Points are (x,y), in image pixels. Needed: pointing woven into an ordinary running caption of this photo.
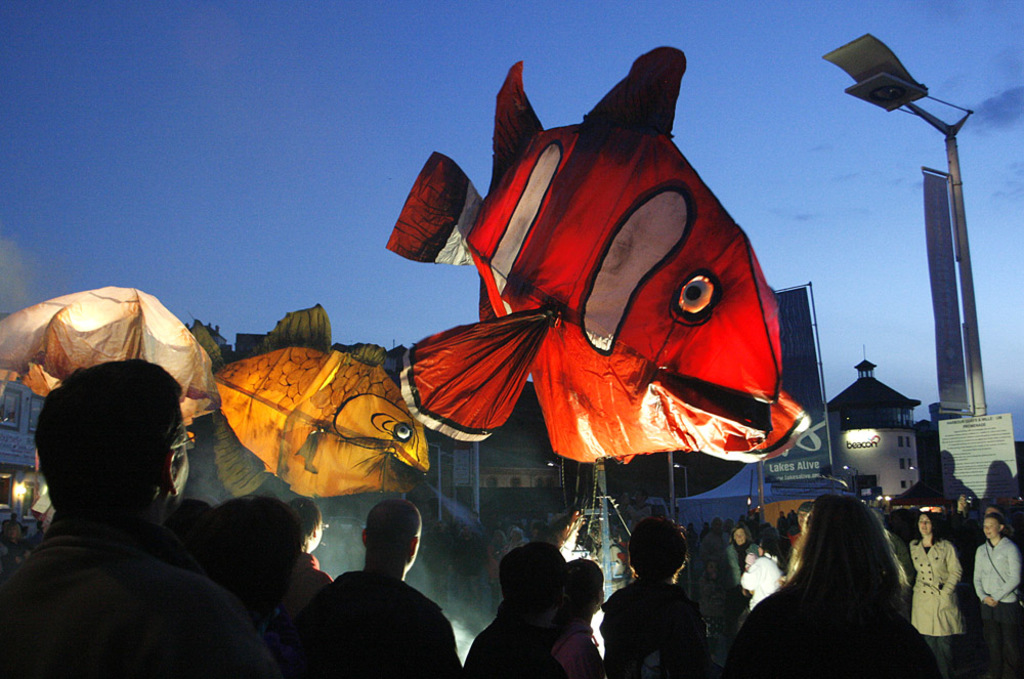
In this image I can see people (628,597) are standing. In the background (494,404) I can see fish balloons (509,308), poles (957,194), a building (876,432) and the sky (782,77).
